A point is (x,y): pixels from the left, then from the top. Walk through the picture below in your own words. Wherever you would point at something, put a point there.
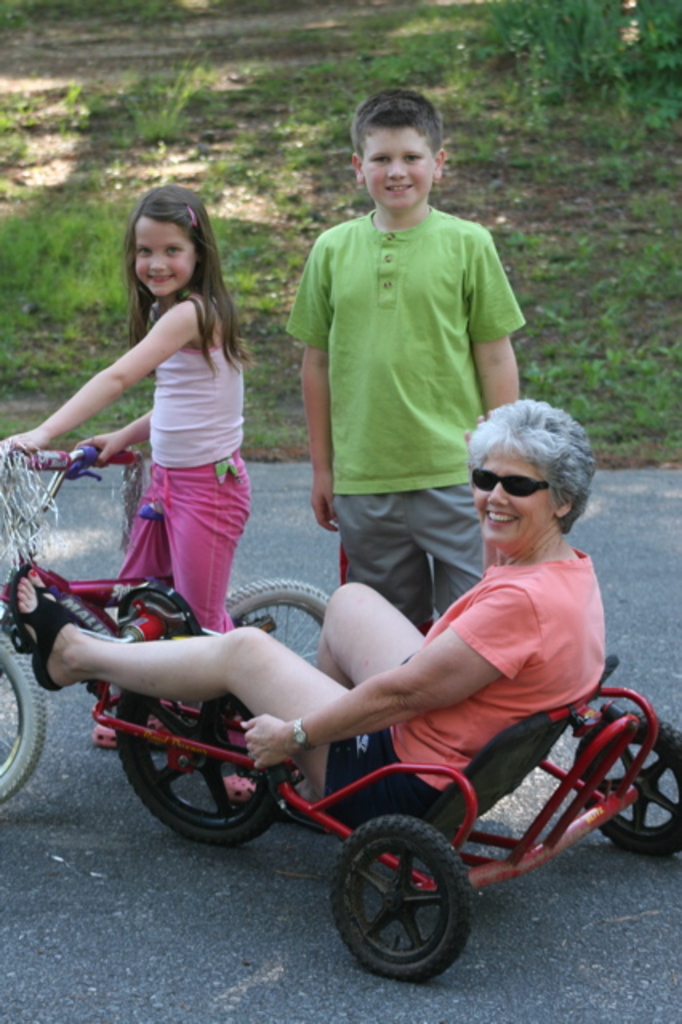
In this picture a person (534,409) sitting on a tricycle (224,837) and she is smiling. There is a girl (200,291) and she is standing by a bicycle (67,458) and she is smiling as well. There is a boy (449,445) in the middle (442,459).
